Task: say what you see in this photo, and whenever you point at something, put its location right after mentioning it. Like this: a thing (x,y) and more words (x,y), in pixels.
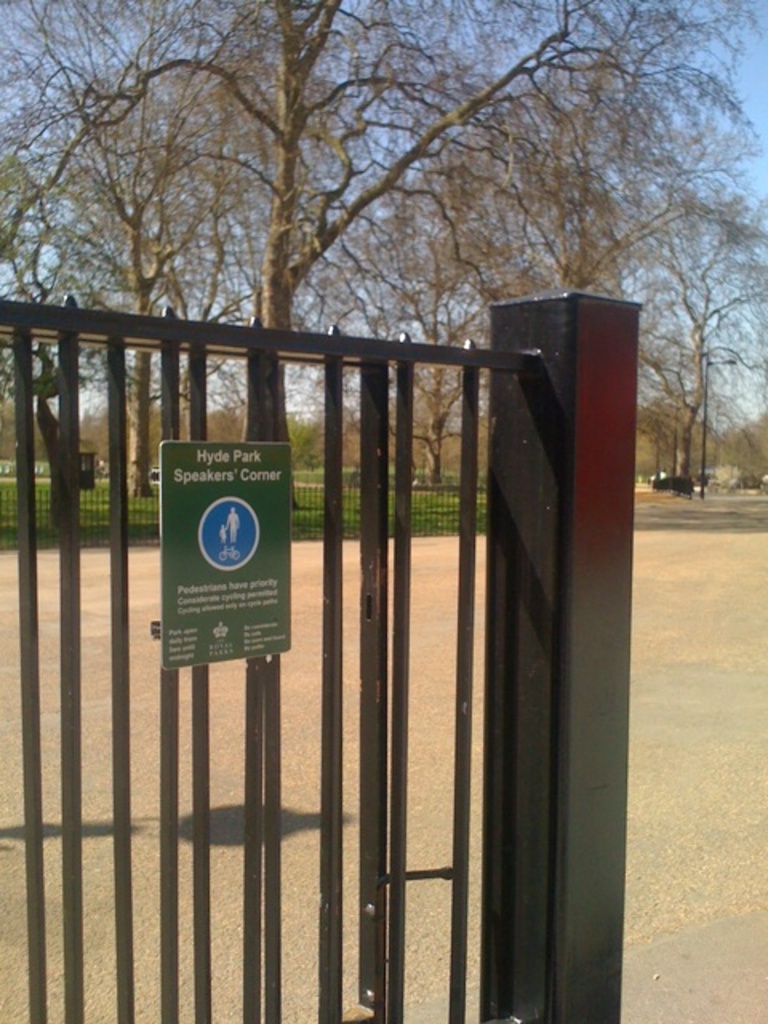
In this image in front (119,509) there is a gate (328,877). In the center of the image (352,544) there is a road (700,544). There is a fence (395,517). In the background of the image (102,518) there is grass (140,509) on the surface (83,511). There are trees (586,154) and sky (762,130).
